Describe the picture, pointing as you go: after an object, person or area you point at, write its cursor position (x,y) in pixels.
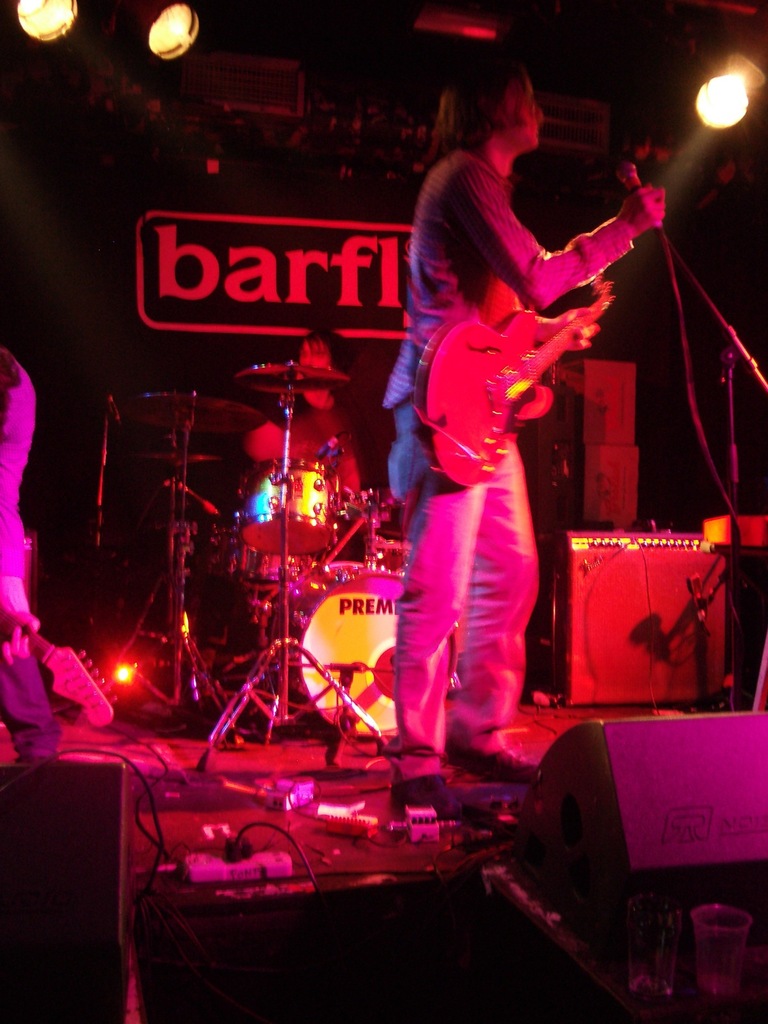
In this image I see 3 persons (413,537), in which this person (436,321) is holding the mic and a guitar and this person (315,379) is near to the drums (308,535), I can also see few equipment (721,740) over here. In the background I see the lights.
